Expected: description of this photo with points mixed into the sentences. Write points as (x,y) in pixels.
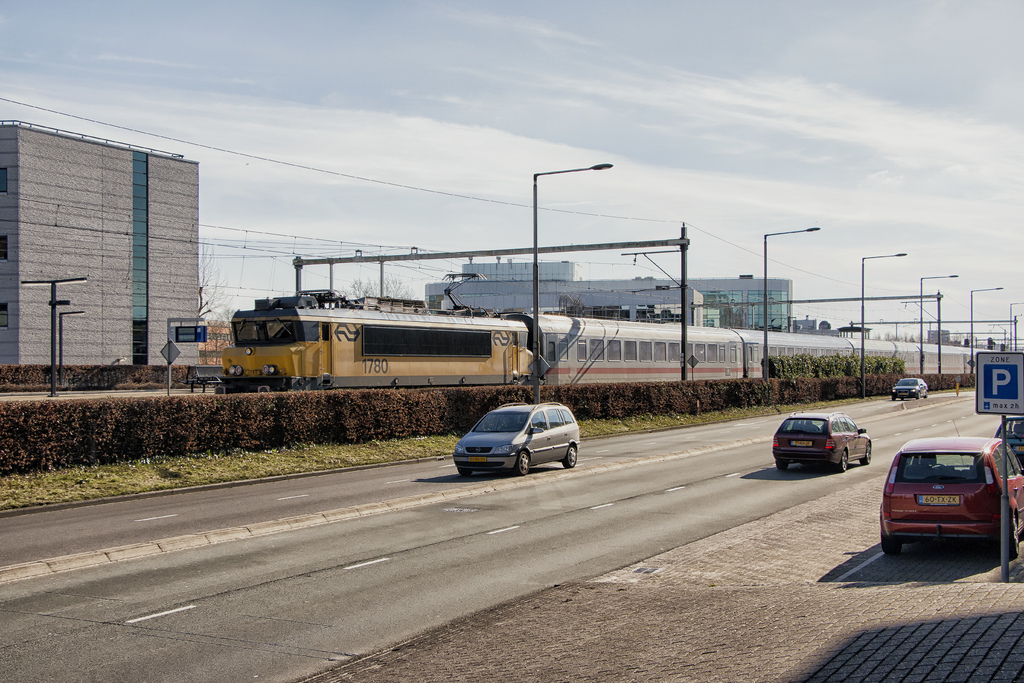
This image is clicked on the road (444,527). There are many cars (813,444) moving on the road (400,593). At the bottom (331,593), there is a road (314,527). In the background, there is a train (321,356). On the left (63,228), there is a building (63,208). At the top (433,98), there is a sky (484,122).
